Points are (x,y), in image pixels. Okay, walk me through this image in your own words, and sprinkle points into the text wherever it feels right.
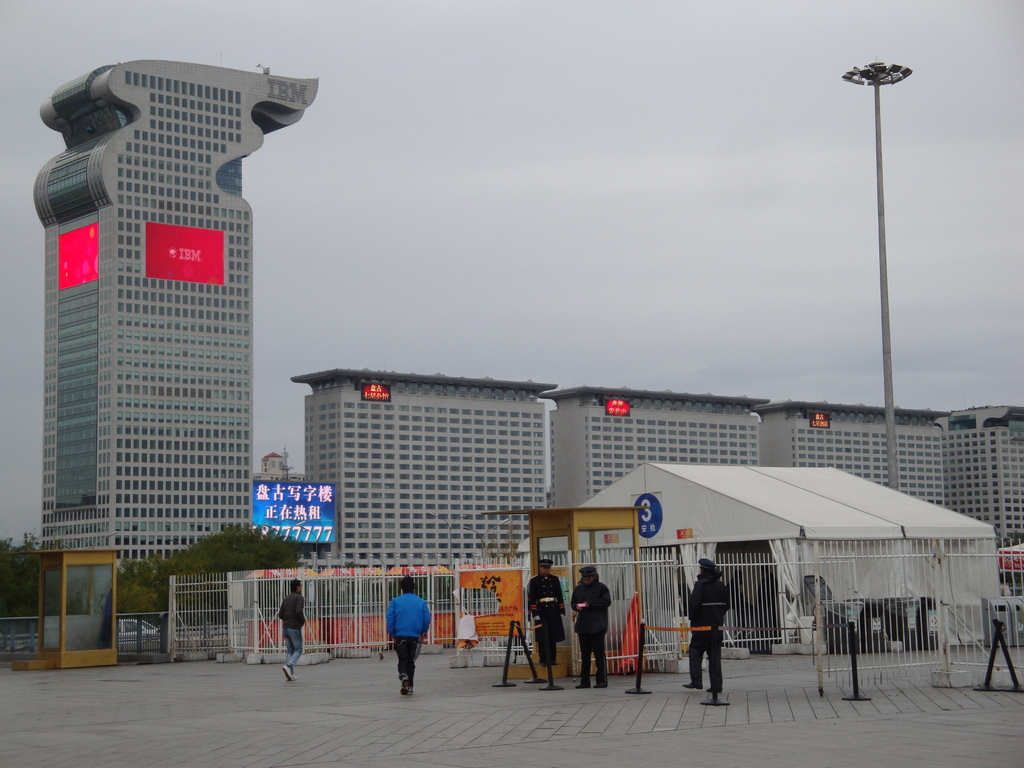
In this image in the center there are persons (702,618) walking and standing and there are poles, there is fence (247,603) and there is a tent (771,509) which is white in colour. in the background (336,419) there are buildings (559,431), and the sky (602,186) is cloudy.
